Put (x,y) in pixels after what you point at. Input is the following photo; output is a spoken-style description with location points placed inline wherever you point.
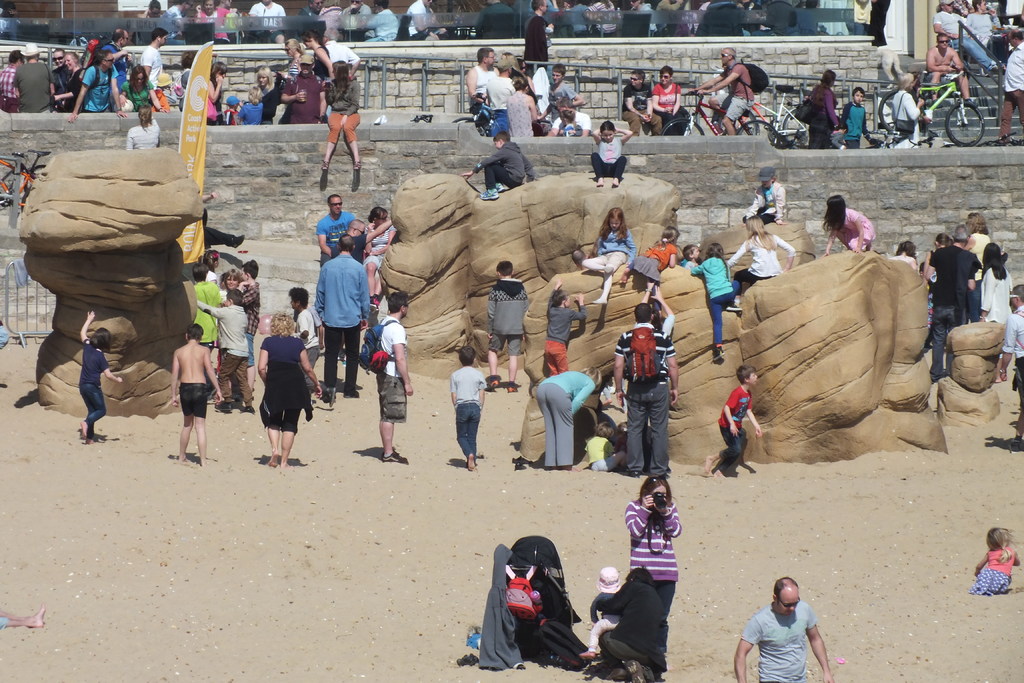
In this image we can see the walls (829,43), one staircase (978,82), one object (970,36) looks like barrier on the staircase (997,91), one white object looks like a door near the pillar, some chairs (407,27), some tables (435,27), some people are sitting, some people (253,87) are standing, some people (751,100) are walking, some people (736,95) are holding objects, some people (714,88) are wearing bags (651,360), some bicycles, some objects (410,325) looks like rocks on the ground (761,595), some sand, one object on the barrier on the left side of the image (28,283), one banner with text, some objects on the ground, some children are climbing the rocks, one man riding bicycle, one woman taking a photo with camera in the middle of the image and one boy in red T-shirt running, one man (627,630) in kneeling position holding a baby (601,593) in the middle of the image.
